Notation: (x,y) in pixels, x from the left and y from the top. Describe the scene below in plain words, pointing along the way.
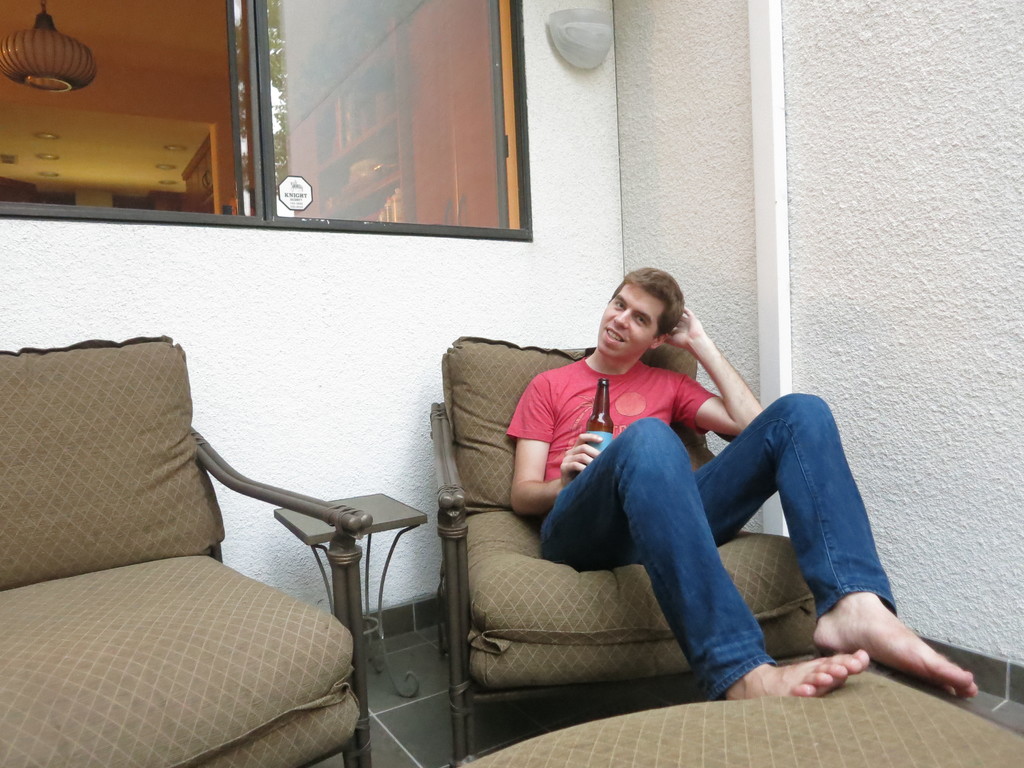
a person (666,495) is sitting on a chair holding a bottle (594,423). behind him there is window (355,126). at the right (938,341) here is white wall (941,356).
